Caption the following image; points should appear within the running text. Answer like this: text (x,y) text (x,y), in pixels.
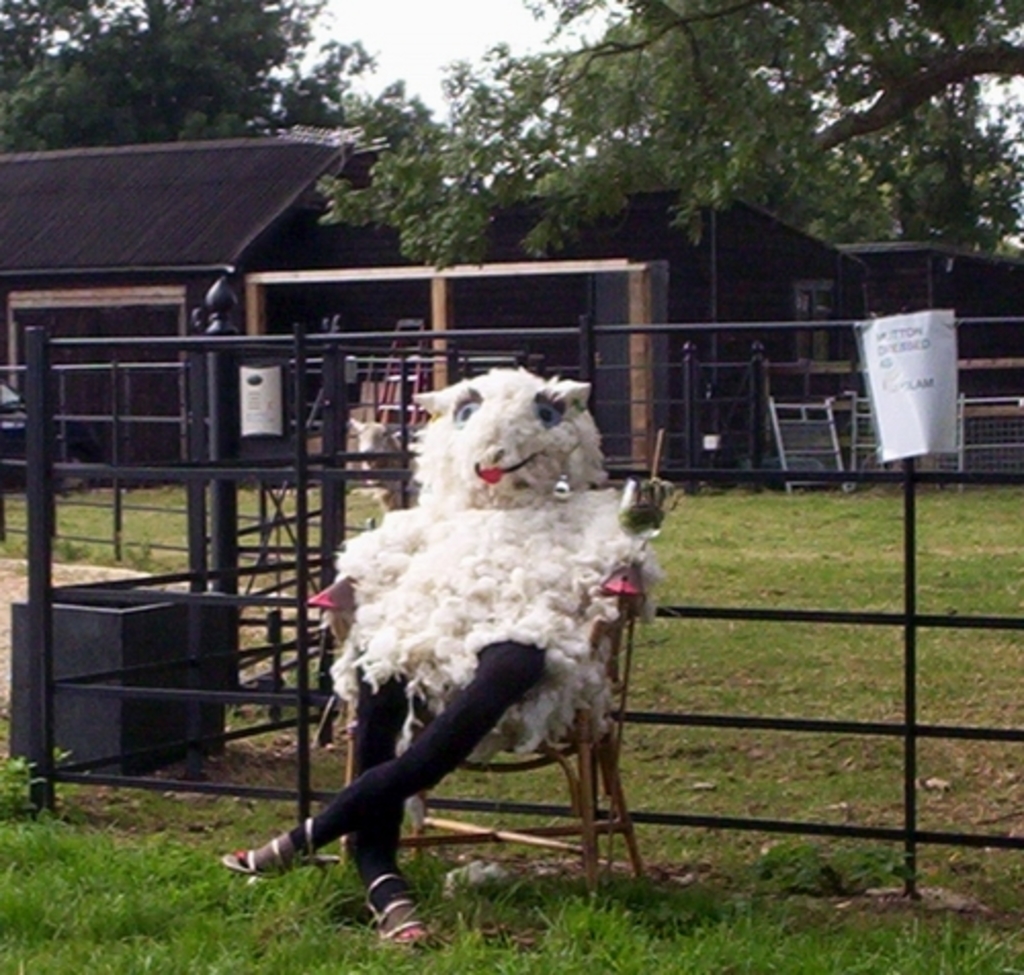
This image consists of a sheep scarecrow (488,700) sitting in a chair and made of wool (492,607). At the bottom (159,911), there is grass (452,922). In the background (387,311), there is a small house (631,253). At the top (671,73), there are trees (809,121).
